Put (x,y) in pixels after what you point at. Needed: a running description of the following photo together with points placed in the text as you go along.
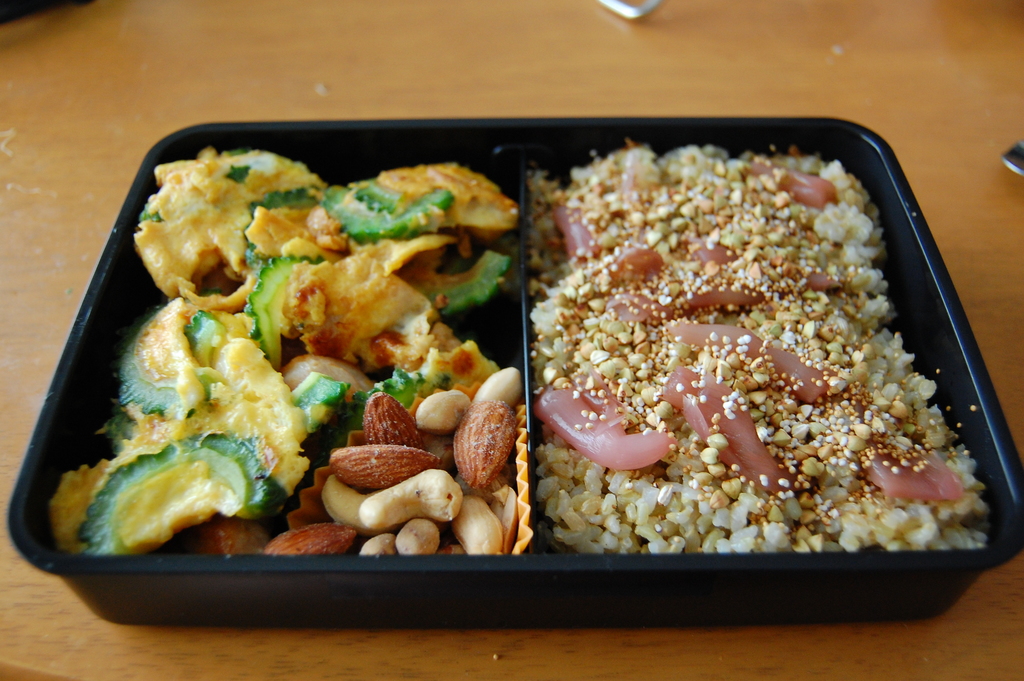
In this image there is a table (213,53) on that table (812,669), there is a box (664,157) in that box (81,366) there is food item (547,291).
